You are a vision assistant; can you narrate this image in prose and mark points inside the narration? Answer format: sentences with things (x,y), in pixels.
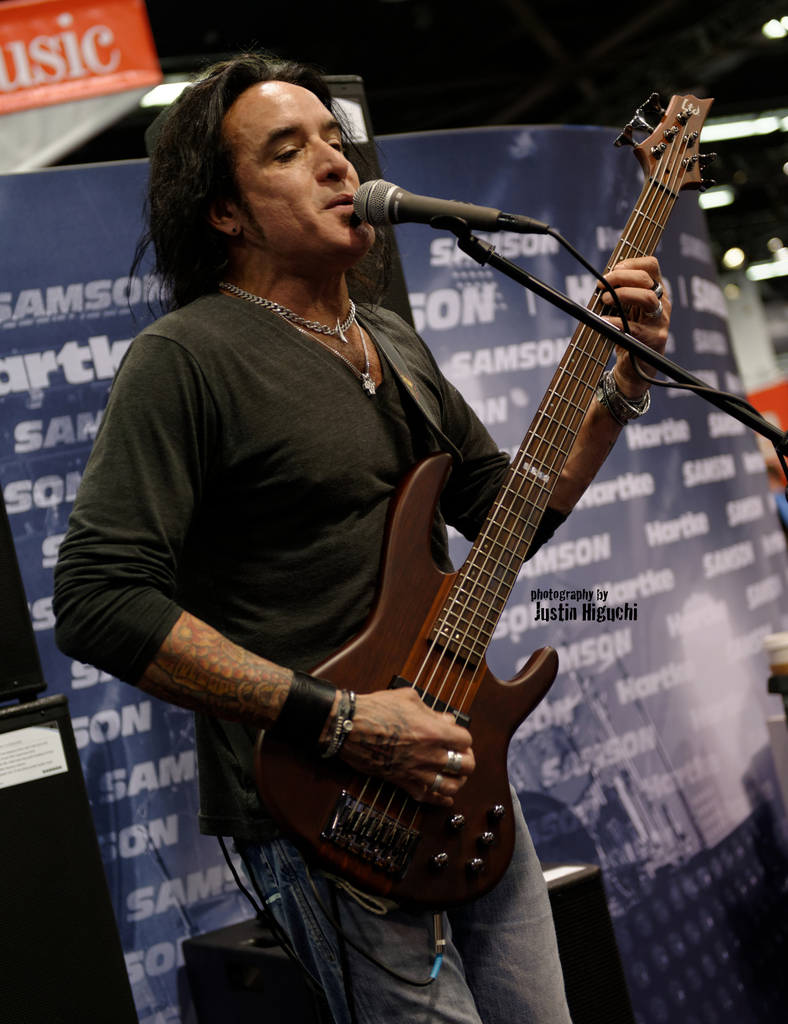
This picture shows a man (311,571) playing a guitar (483,604) in his hands (371,711) in front of a mic (381,217) and singing. In the background (23,348) there is a poster (23,348).
